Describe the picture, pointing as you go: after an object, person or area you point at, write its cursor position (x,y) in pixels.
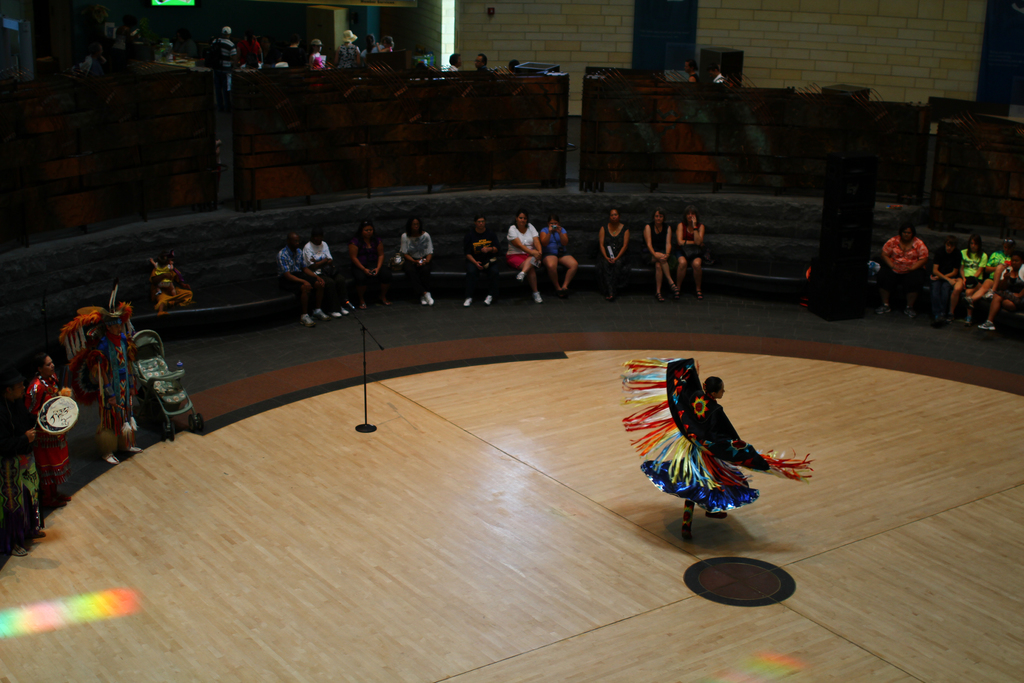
In this picture there is a woman (679,373) who is doing the dance. On the left (119,388) I can see some other persons (128,381). In the center (616,265) I can see many persons (697,258) who are sitting on the bench (784,272). At the top (350,63) I can see some other persons (352,42) who are standing near to the door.
